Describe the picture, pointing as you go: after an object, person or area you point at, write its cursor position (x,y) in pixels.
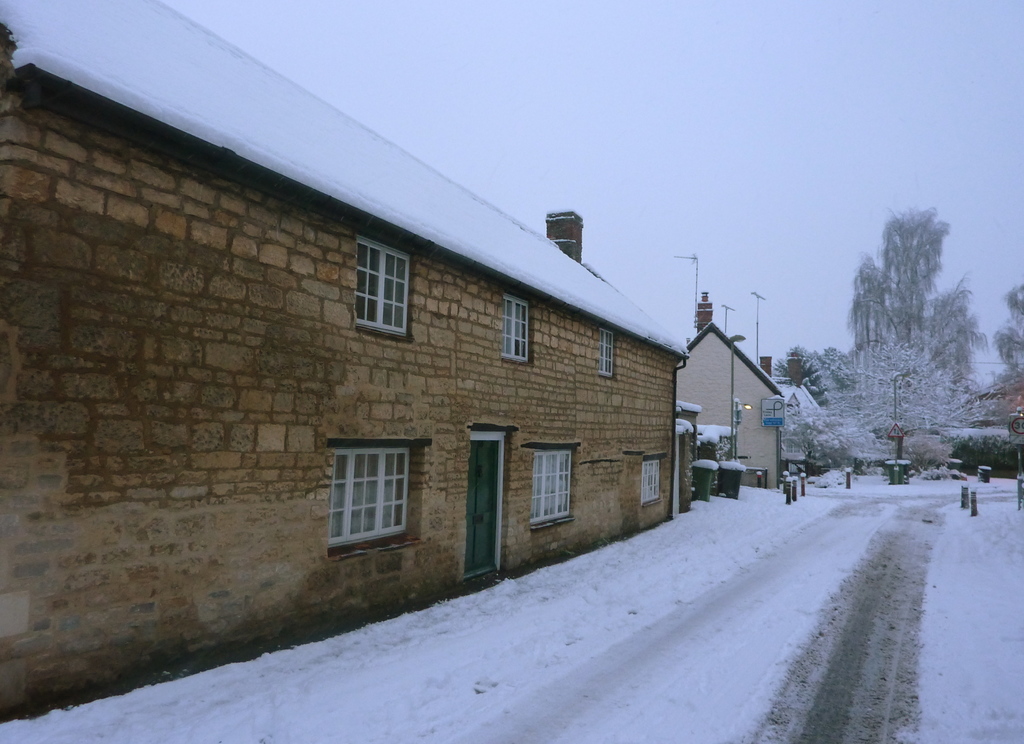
In this picture we can see snow (726,501), houses (736,385), poles (736,419), lights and dustbins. In the background of the image (900,330) we can see trees (935,329) and sky (816,141).
